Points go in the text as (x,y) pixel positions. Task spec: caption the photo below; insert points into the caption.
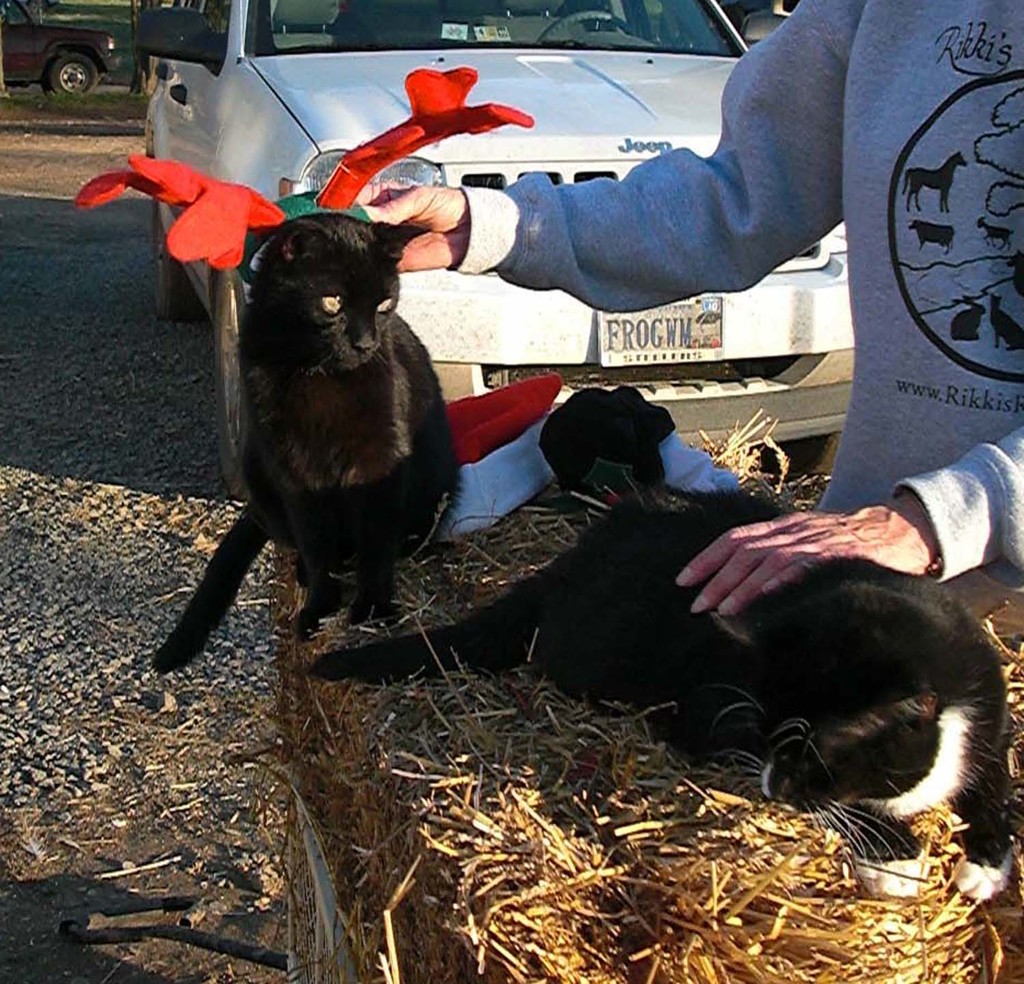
In this image, we can see a person (1005,324) holding cats (413,231) and one of them is wearing a cap (224,255) and the other is lying on the dry grass (469,755). In the background (295,189), there are vehicles (290,170) on the road (228,803).
